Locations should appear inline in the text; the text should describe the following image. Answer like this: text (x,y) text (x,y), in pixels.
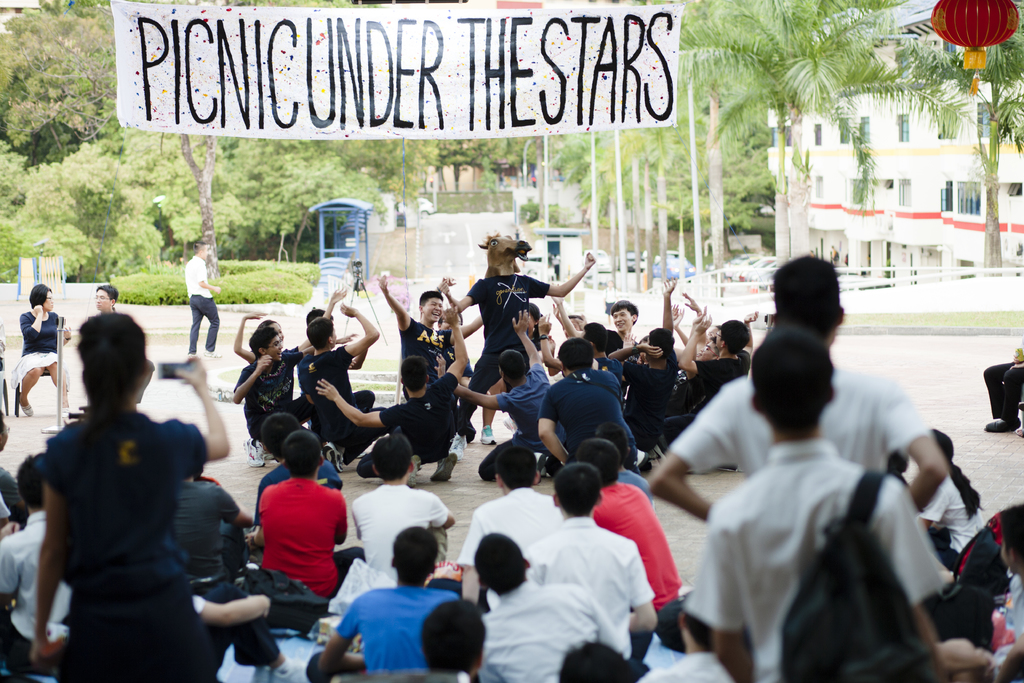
In this image, we can see some persons (651,523) wearing clothes (742,541). There are some other persons (592,413) in the middle of the image (626,403) acting in a play. There is a banner (379,91) at the top of the image (413,111). There is a building (917,200) in the top right of the image (933,170). In the background of the image (87,200), there are some trees (102,197).
